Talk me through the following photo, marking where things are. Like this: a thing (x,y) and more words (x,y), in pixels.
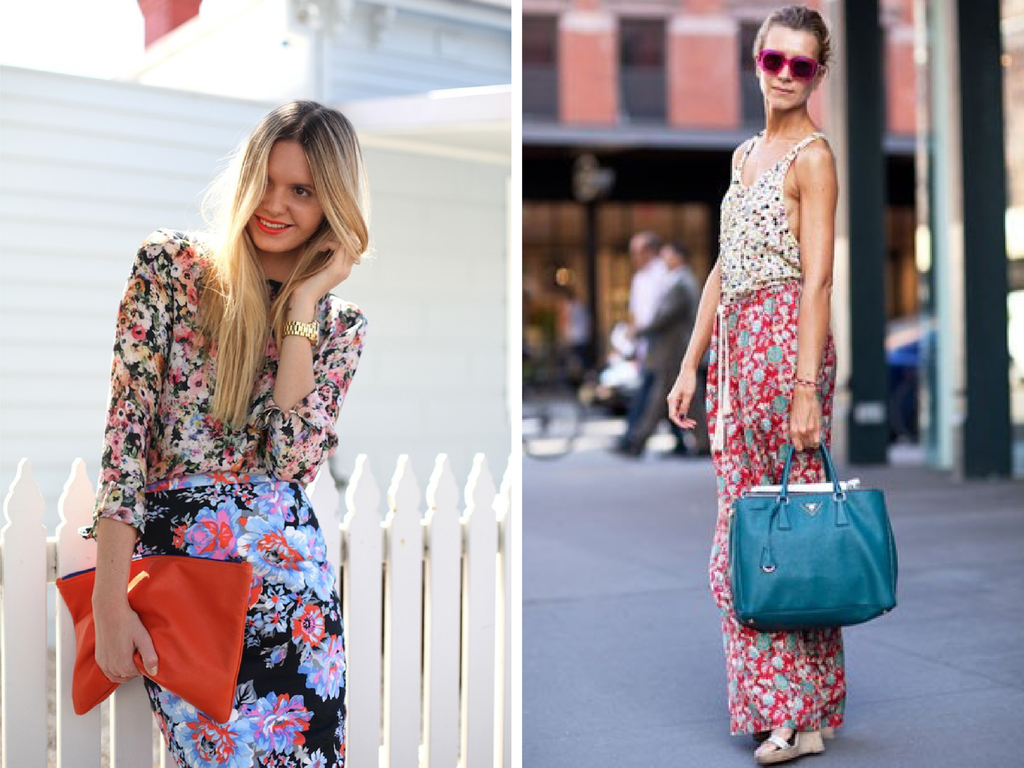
On the right side of the image (754,303) there is a woman (755,404) holding a blue color bag (813,570) in her left hand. The woman (310,349) who is on the left side (206,450) is holding a red color bag (187,618) and wearing a watch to her left hand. In the background (613,95) I can see a building (614,73) and few people (636,335) are walking on the road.
